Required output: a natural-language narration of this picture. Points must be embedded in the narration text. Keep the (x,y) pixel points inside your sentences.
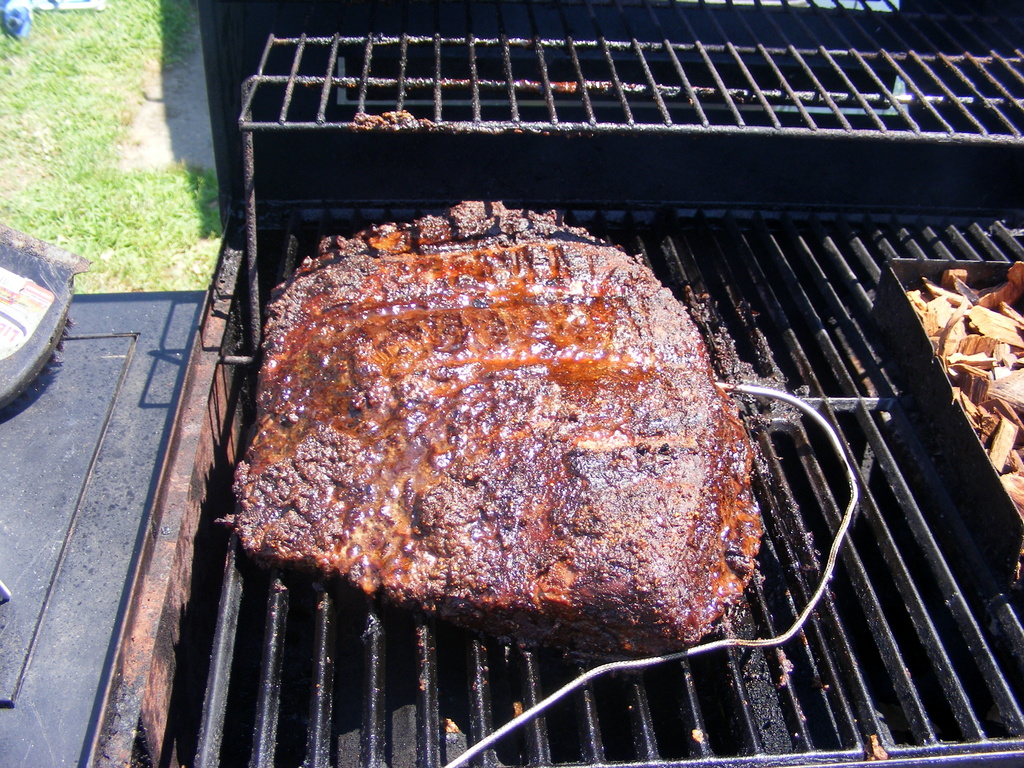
Here in this picture we can see a piece of meat (477,355) present on a grill stand (380,676) and we can see the ground (105,62) is covered with grass (10,86) and we can see some other things (879,318) present beside it.
